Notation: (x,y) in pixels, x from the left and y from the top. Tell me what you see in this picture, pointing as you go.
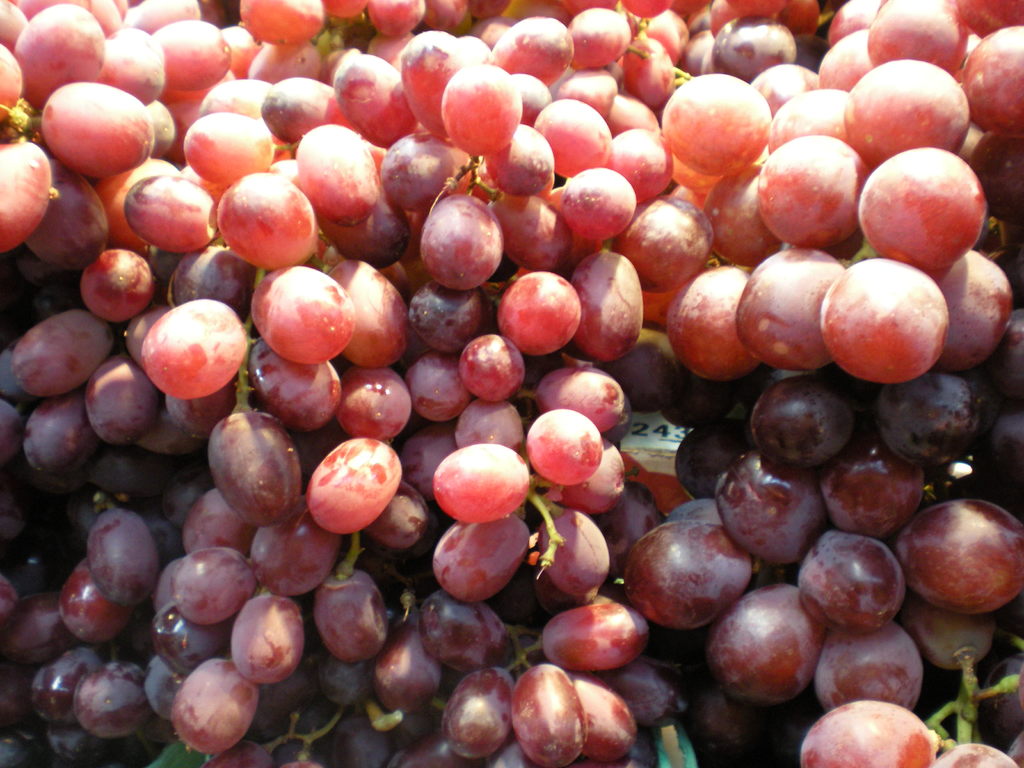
In this picture we can see grapes (337,606) and numbers (666,437) on the white surface (648,431).
